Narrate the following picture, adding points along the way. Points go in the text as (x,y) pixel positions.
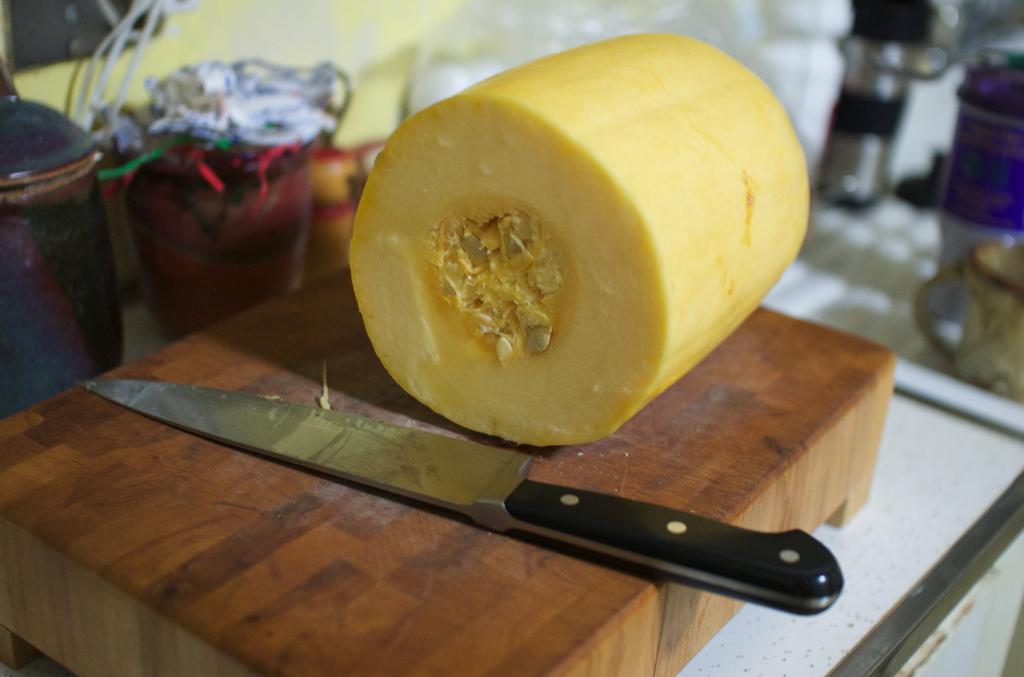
In this image I can see a brown colored surface (734,432) and on it I can see a knife (512,491) which is black in color and a food item (680,227) which is yellow in color. In the background (842,237) I can see a jar (240,205), the countertop (839,252) and few other objects (811,100).
